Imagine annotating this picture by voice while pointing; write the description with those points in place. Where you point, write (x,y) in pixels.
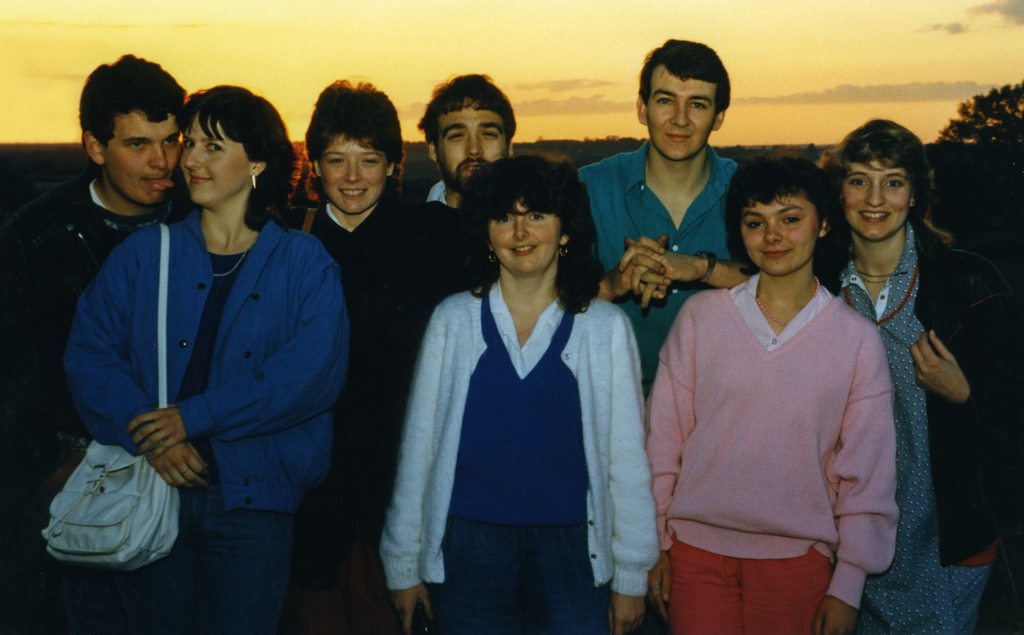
In this image, we can see group of people (426,139) and it is almost sunset.
